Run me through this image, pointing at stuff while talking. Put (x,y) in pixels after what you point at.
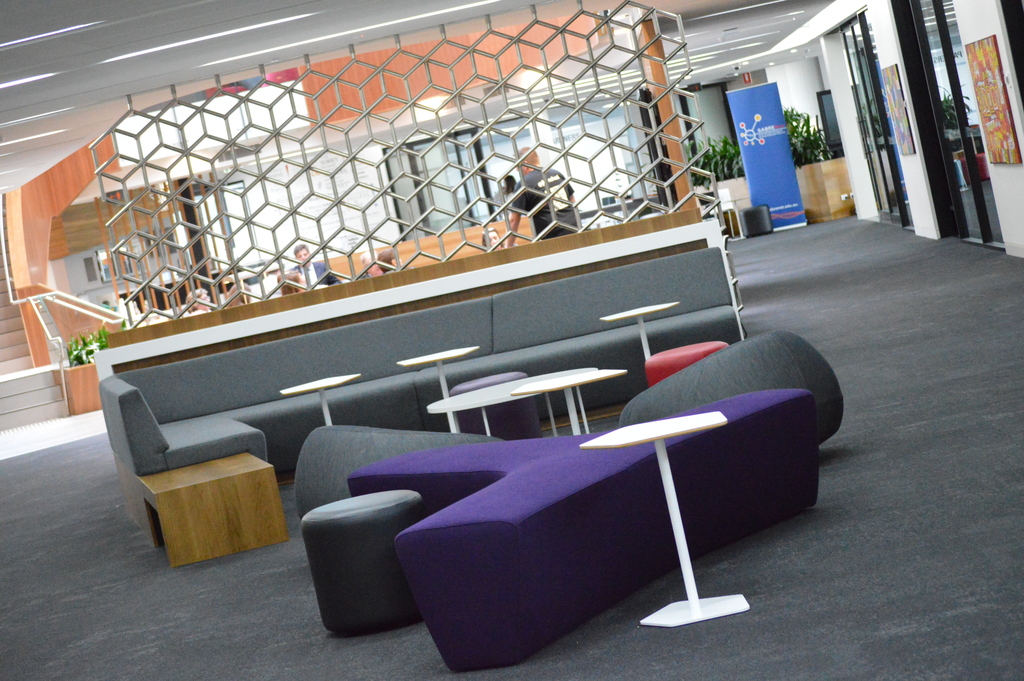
In this image i can see a couch (388,370) and four stands (685,564) in front of the stand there is a table (486,402) and the background of the couch (475,308) there is railing (554,126) and at the back of the railing (337,248) there are group of people (362,259). At the right side of the image (736,145) i can see small plants (720,151) beside the plant (714,162) there is a banner (769,148), side of the banner (790,167) i can see glass door (882,111) and i can also see a frame (889,77) attached to a wall (885,56). At the left side (50,352) i can see the stairs (28,391).
